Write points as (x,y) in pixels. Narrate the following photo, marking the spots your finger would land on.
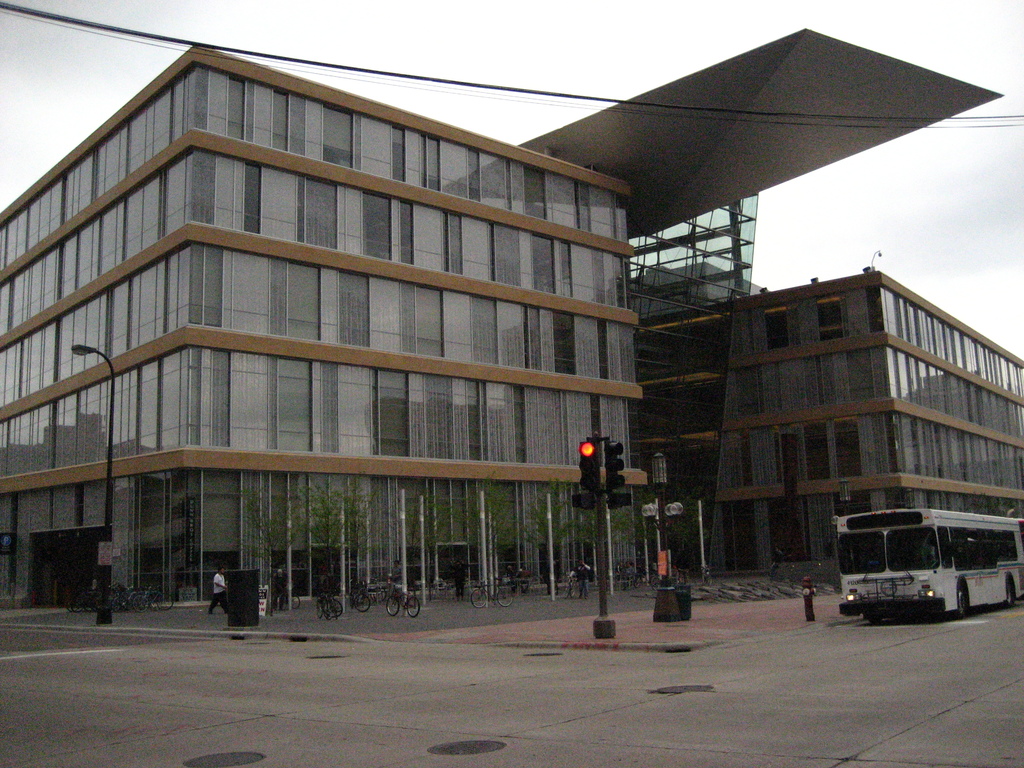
In the foreground of this image (854,699), there is a bus (934,568) on the road (913,631). We can also see few poles (670,565), fire hydrant (809,604) on the side path (741,627). In the background (721,319), there are buildings (494,480), trees (397,533), bicycles (364,603), people (463,590) walking and standing, few poles (552,581) and at the top (368,60), there are cables (471,87), sky (454,91) and the cloud (852,215).
